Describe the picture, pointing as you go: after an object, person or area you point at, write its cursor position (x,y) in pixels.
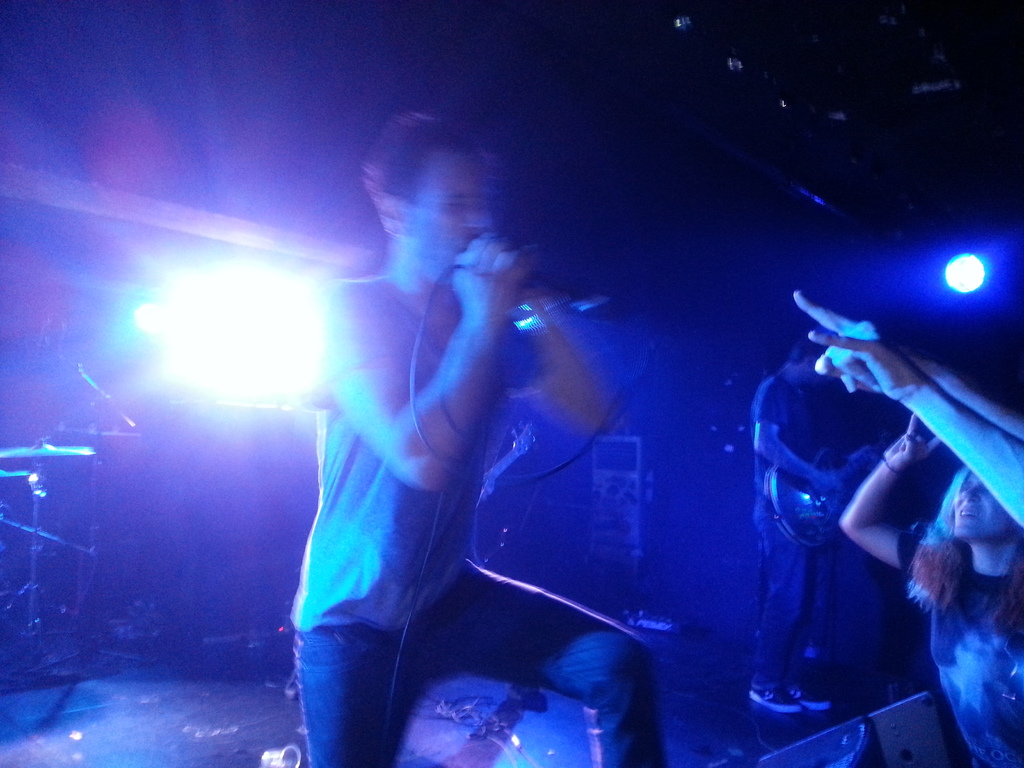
There are people (995,767) and this person (799,455) holding guitar (791,516). Background we can see focusing lights (227,322), drum plates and it is dark.
